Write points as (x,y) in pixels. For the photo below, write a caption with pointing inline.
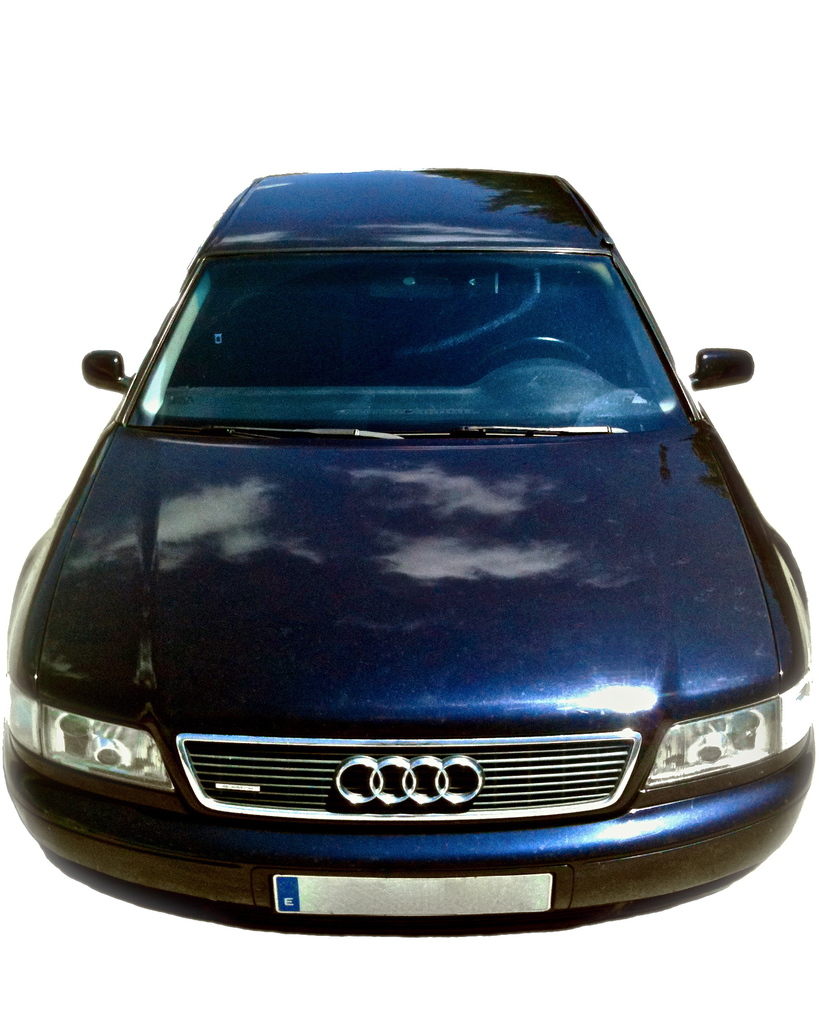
In this image we can see a car (528,454) with a vehicle registration plate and the background (86,233) is white in color.
